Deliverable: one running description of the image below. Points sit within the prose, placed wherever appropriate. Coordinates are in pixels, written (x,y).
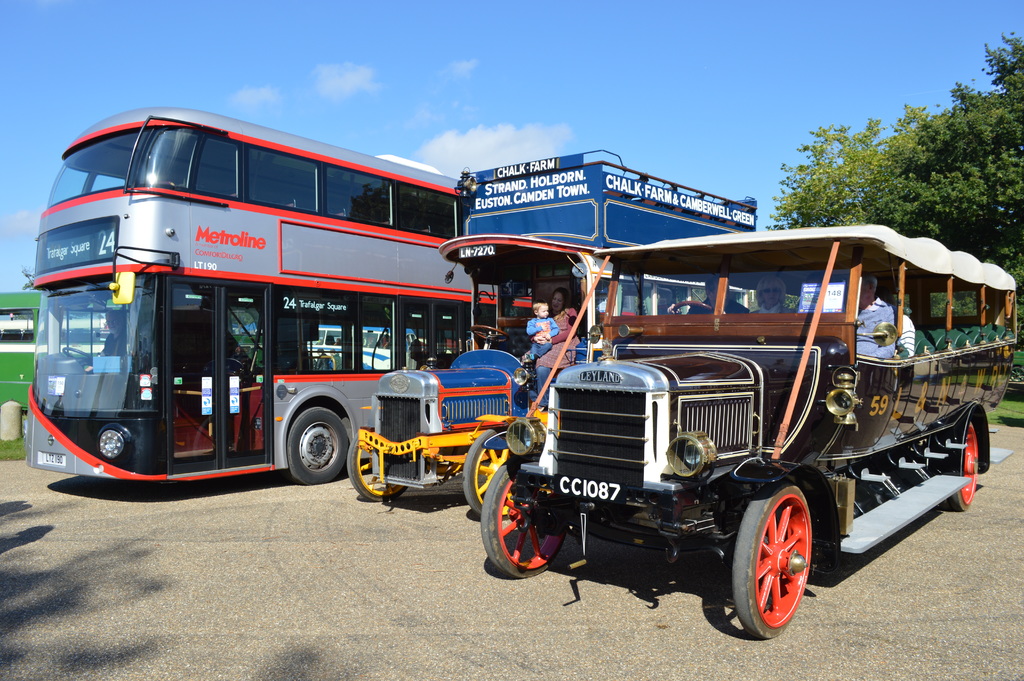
In this picture we can see vehicles (713,479) in the front (633,388), there are some people (865,301) in these vehicles (702,321), on the right side (956,140) there are trees (967,136), we can see grass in the background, there is the sky (737,96) at the top of the picture (748,78).
